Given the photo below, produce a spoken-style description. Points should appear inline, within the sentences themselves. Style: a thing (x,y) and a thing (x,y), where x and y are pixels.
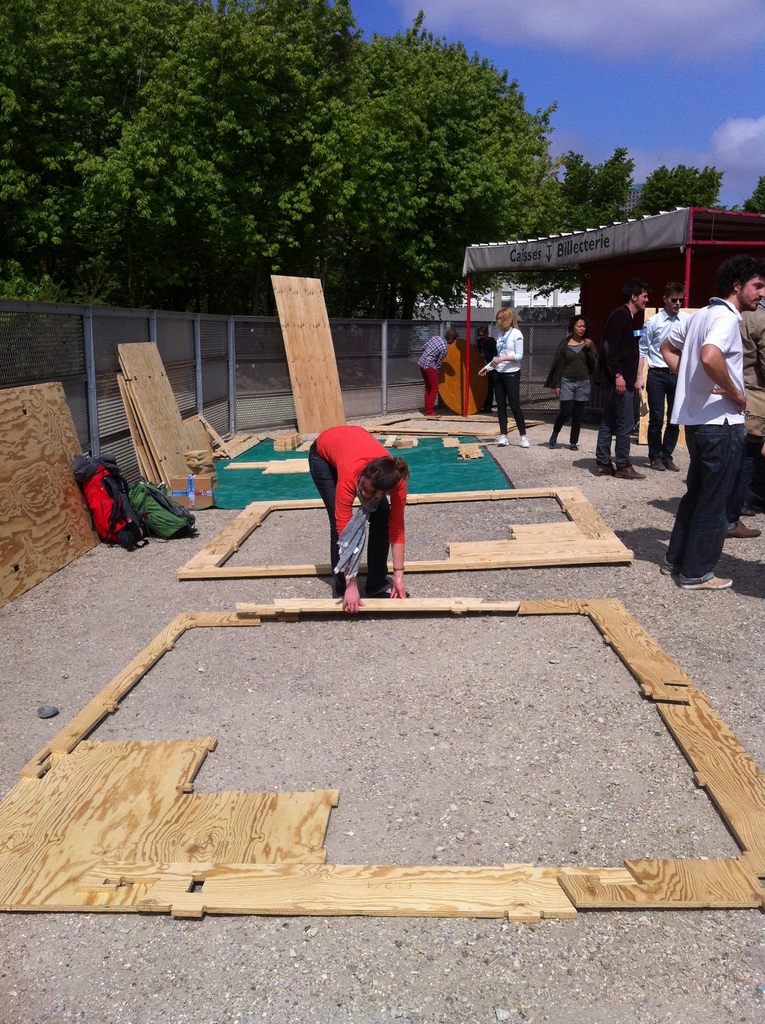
In this picture there is a person (363,480) standing and holding the object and there are group of people (694,436) standing and there is a shed (615,257) and there is text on the cloth (466,275) and there are trees (356,279) and there is a fence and there are objects (58,492) and there are bags (184,529) and there is a cardboard box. At the top (563,76) there is sky (526,88) and there are clouds (529,9). At the bottom (416,733) there is ground (330,740).
